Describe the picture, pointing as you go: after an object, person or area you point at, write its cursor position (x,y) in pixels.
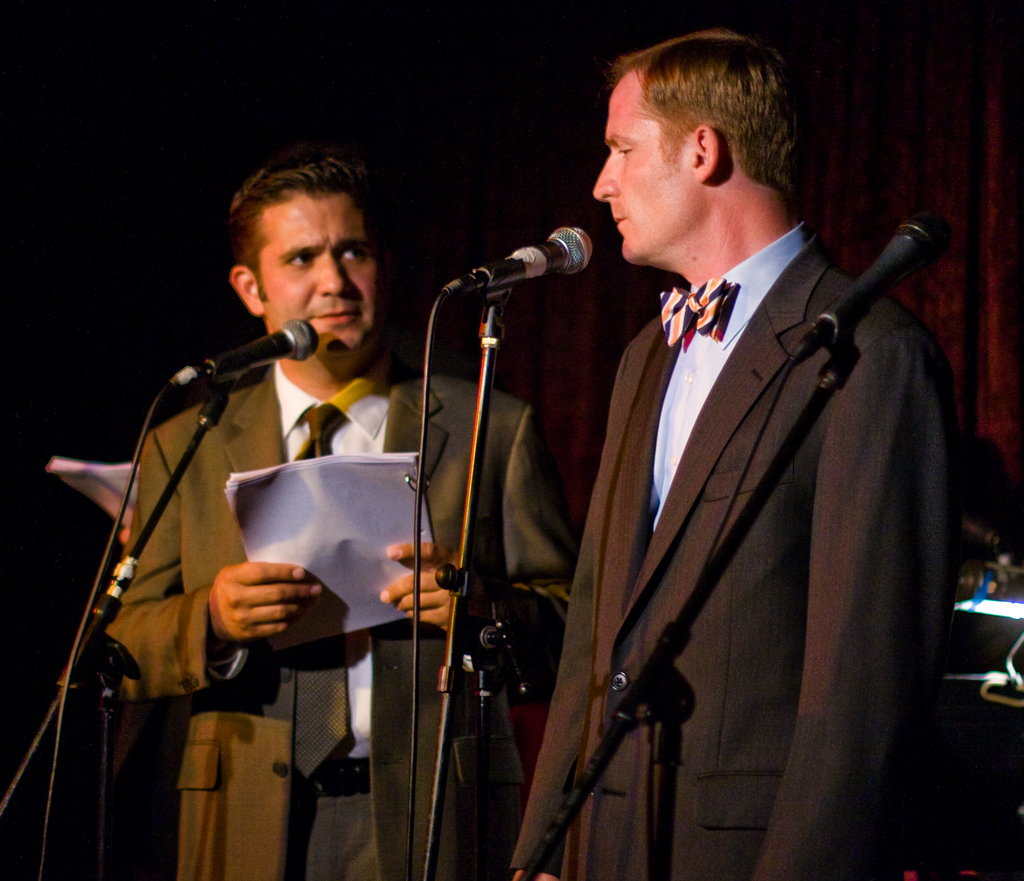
In this image we can see two persons (907,434) are standing, in front of them there are three mics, both of them are wearing suits (383,639), and we can see a person (300,435) is holding some papers (345,525).
